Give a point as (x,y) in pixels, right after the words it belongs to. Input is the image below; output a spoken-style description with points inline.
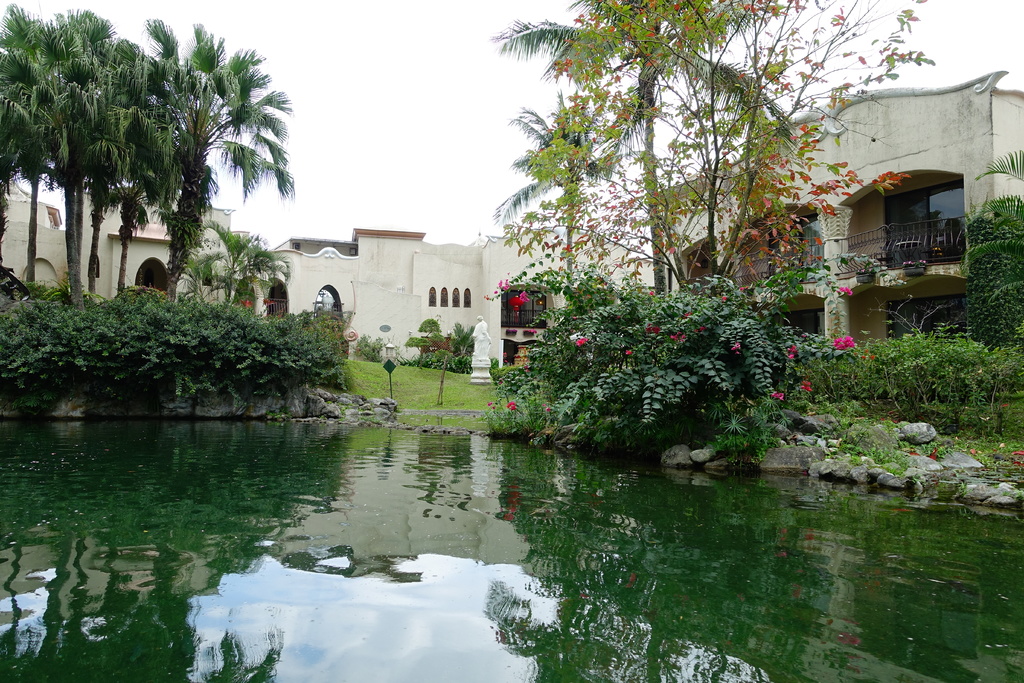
In this image, we can see trees (520,231), plants (246,284), buildings (506,261), poles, railings (890,252) and a statue (478,350). At the bottom (356,544), there is water (676,558) and we can see some rocks (856,442).
